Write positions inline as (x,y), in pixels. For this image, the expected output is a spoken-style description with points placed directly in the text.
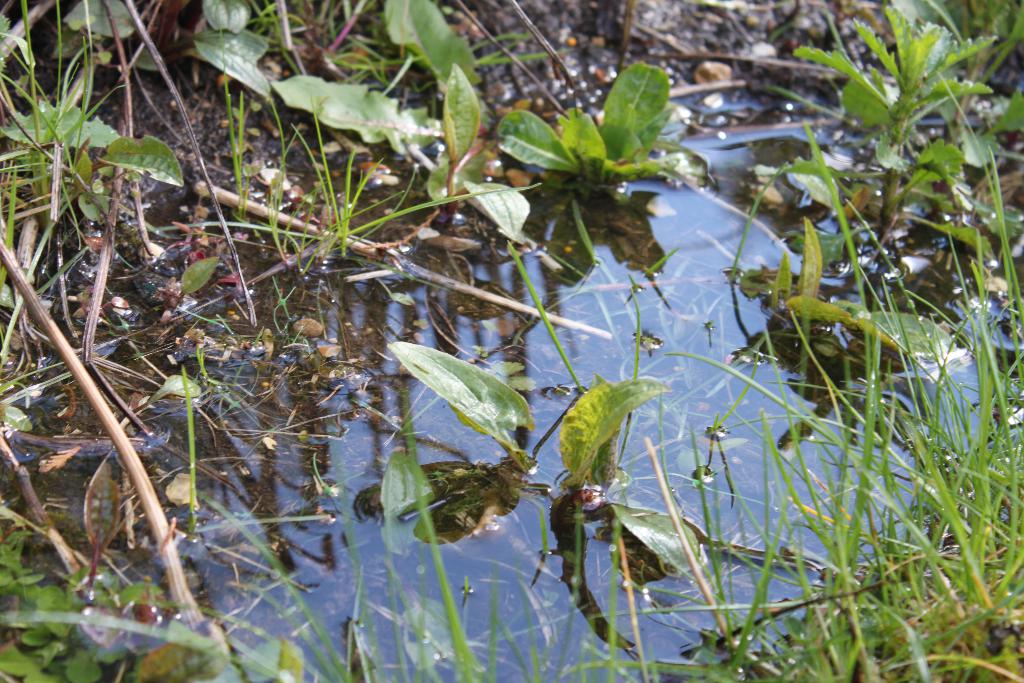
In this image I can see water (538,230), grass (810,628) and few green colour leaves (454,68).
